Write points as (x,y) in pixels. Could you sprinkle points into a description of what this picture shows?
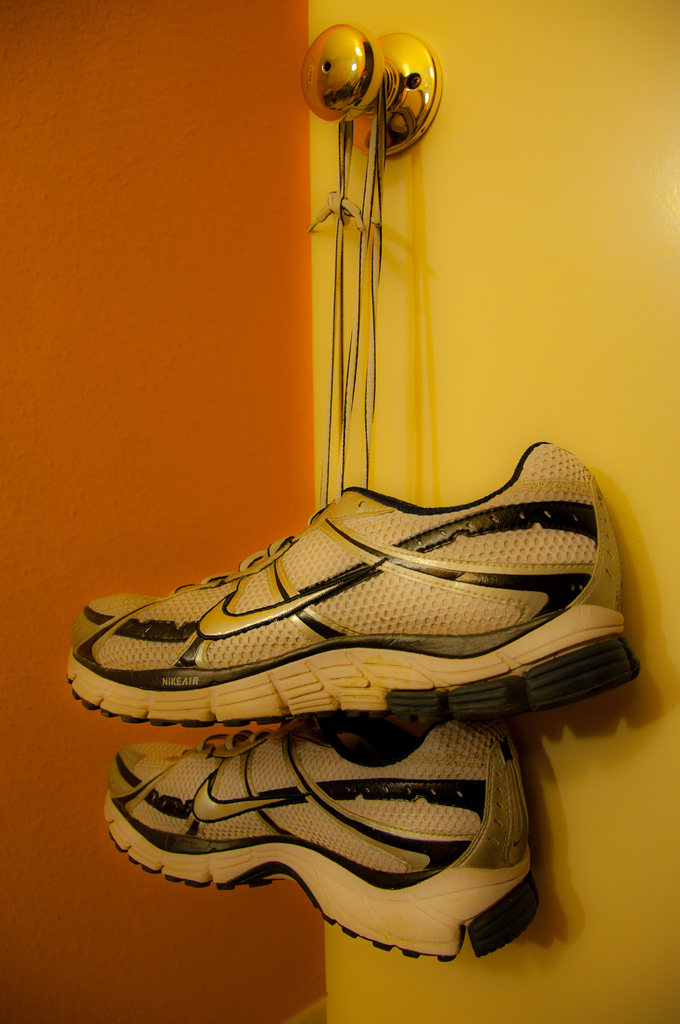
In this image in the center (253,665) there are a pair of shoes (365,751) which are hanging to a door (336,168), in the background (134,530) there is a wall (136,555).
